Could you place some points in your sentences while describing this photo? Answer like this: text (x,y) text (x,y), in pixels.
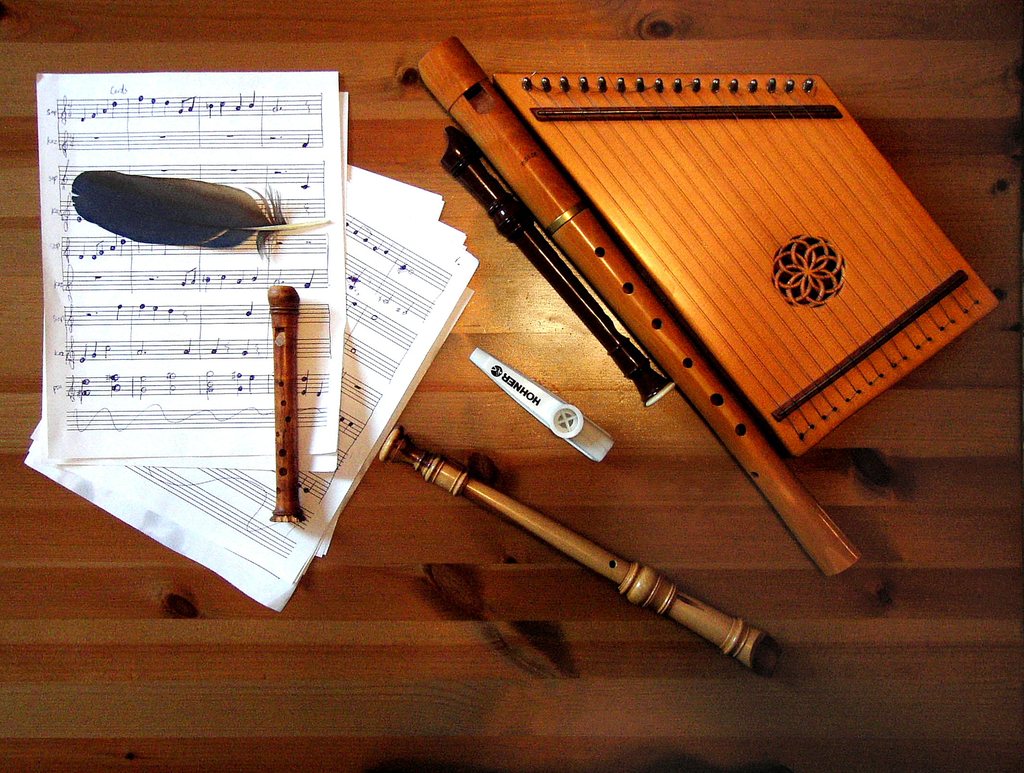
In this image, we can see few papers (162,322) with feather (218,238) and some stick (287,459), few musical instruments (597,547) and white color object (601,456) are placed on the wooden surface (528,699).
